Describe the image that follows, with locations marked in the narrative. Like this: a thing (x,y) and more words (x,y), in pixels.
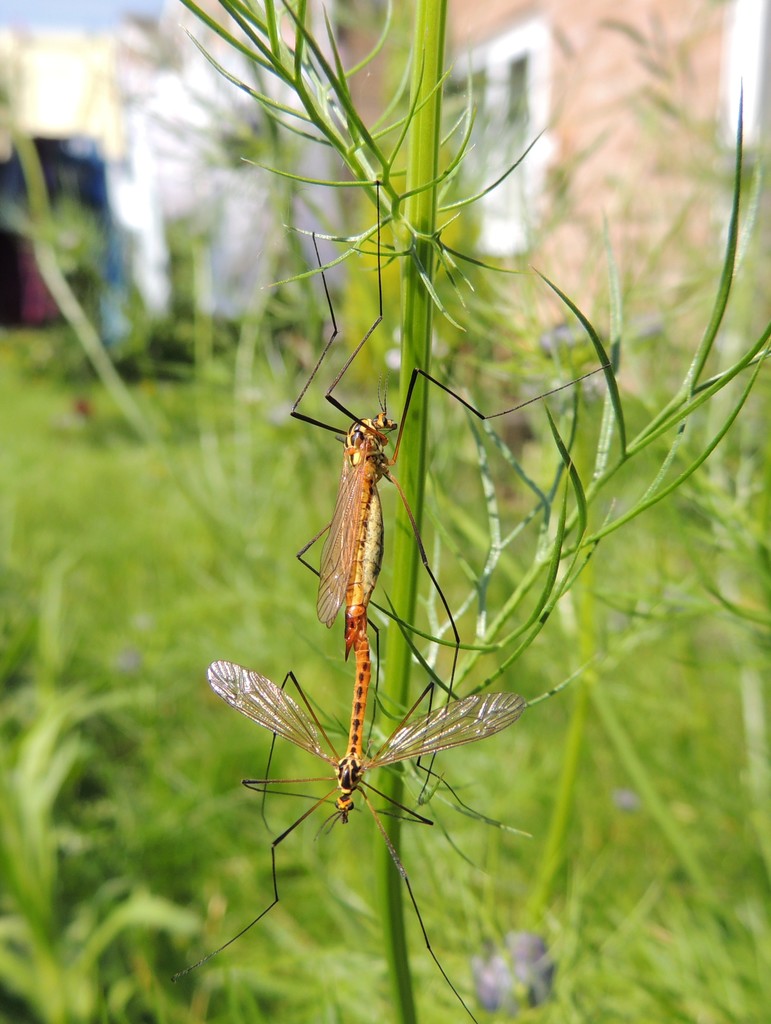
In this image we can see two insects (367,566) on a plant (466,133) and the background (151,597) is blurry with greenery (258,566).
